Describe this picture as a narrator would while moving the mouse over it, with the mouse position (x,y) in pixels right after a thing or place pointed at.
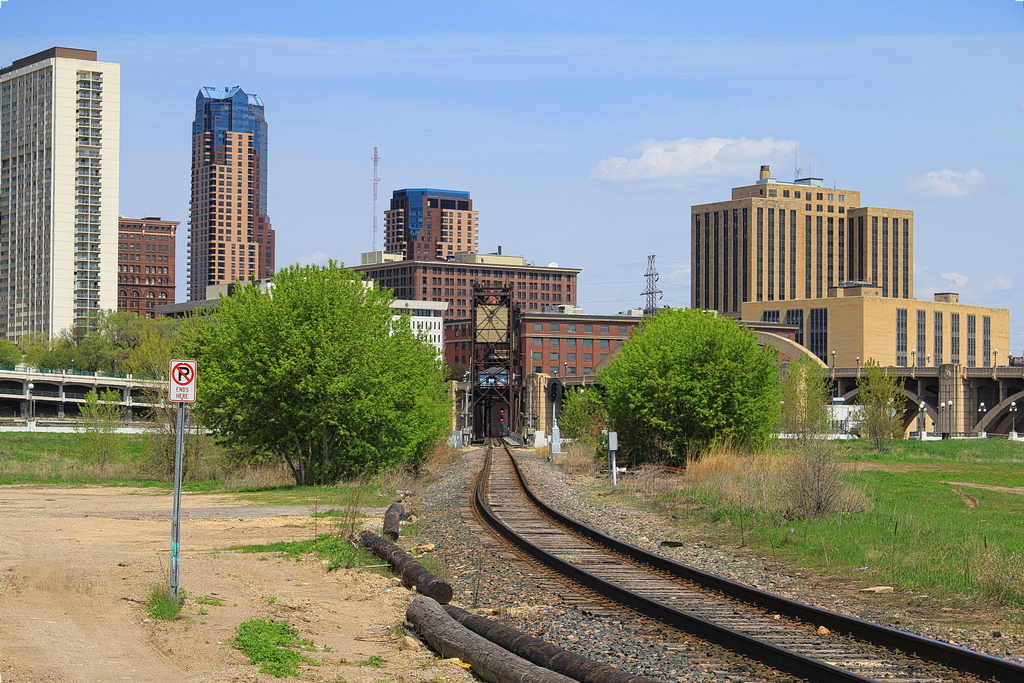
In this image, we can see some buildings (893,219). There is a track (523,546) in between trees (702,346). There is a wood (472,619) at the bottom of the image (521,660). There is a sign board (178,474) in the bottom left of the image (181,480). There is a sky (397,130) at the top of the image (484,111).
